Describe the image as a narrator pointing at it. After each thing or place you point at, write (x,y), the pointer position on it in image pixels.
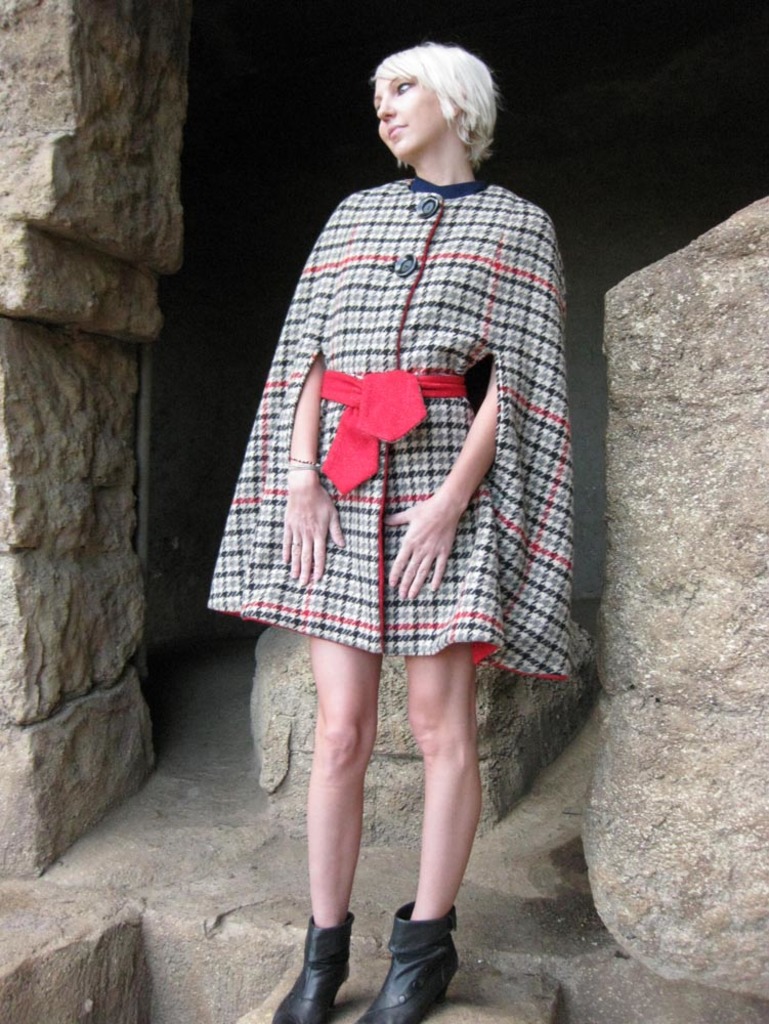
In this image there is a woman (368,534) standing, there is ground (235,890) towards the bottom of the image (487,1014), there is a wall (101,395) towards the left of the image (86,395), there is a wall (568,253) towards the top of the image (612,101), there is a rock (684,494) towards the right of the image (683,570).
